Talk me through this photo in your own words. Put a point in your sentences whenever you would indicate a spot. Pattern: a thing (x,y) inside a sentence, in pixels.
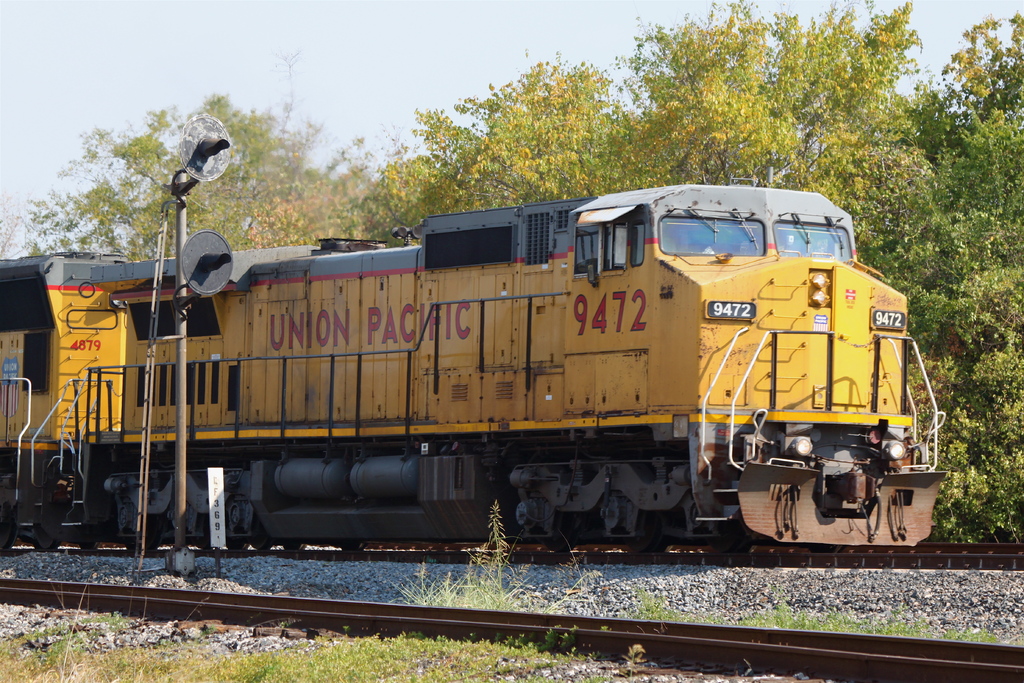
In the foreground of the picture (592,568) there are stones (456,575), pole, grass (490,582), railway track (432,608) and shrubs (474,589). In the center of the picture (473,278) there is a train (694,523) on railway track (884,559). In the background (487,146) there are trees (335,160). Sky (323,140) is sunny.
